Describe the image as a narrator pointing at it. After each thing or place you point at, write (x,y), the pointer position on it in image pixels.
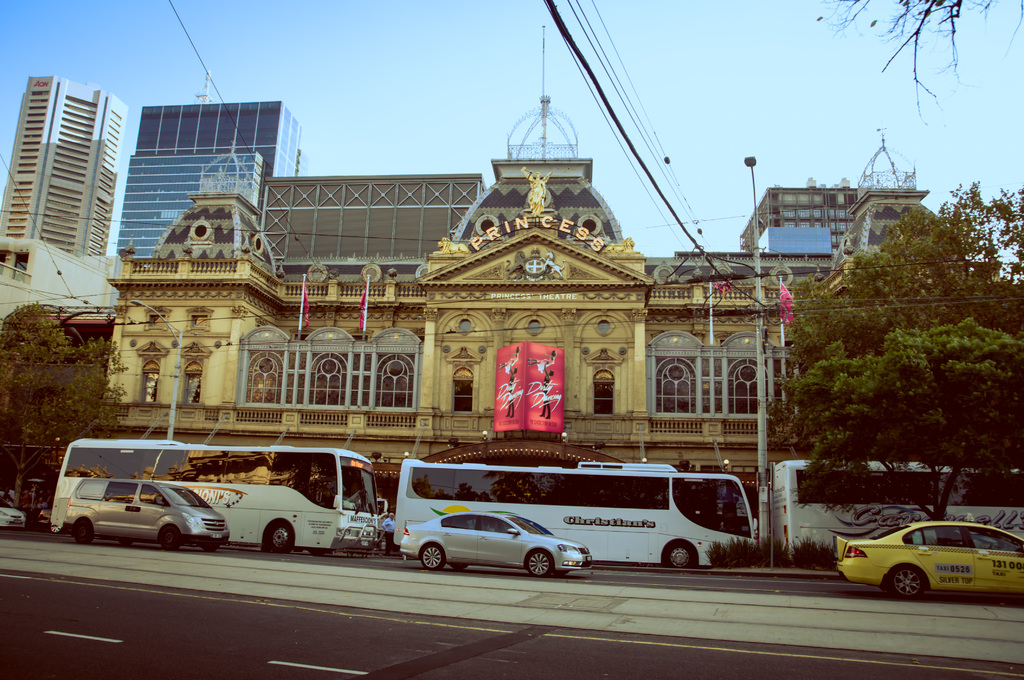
In this picture i can see the buses (612,560) and cars (125,527) on the road (513,577). On the right (758,288) i can see the electric poles (764,319), wires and trees (1001,451). In the back (489,307) i can see the monument (500,202) and buildings (147,220). In front of the monument (576,403) i can see the flags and banner (531,395). At the top (692,67) there is a sky (397,2). At the bottom (459,672) there is a road (553,648).
